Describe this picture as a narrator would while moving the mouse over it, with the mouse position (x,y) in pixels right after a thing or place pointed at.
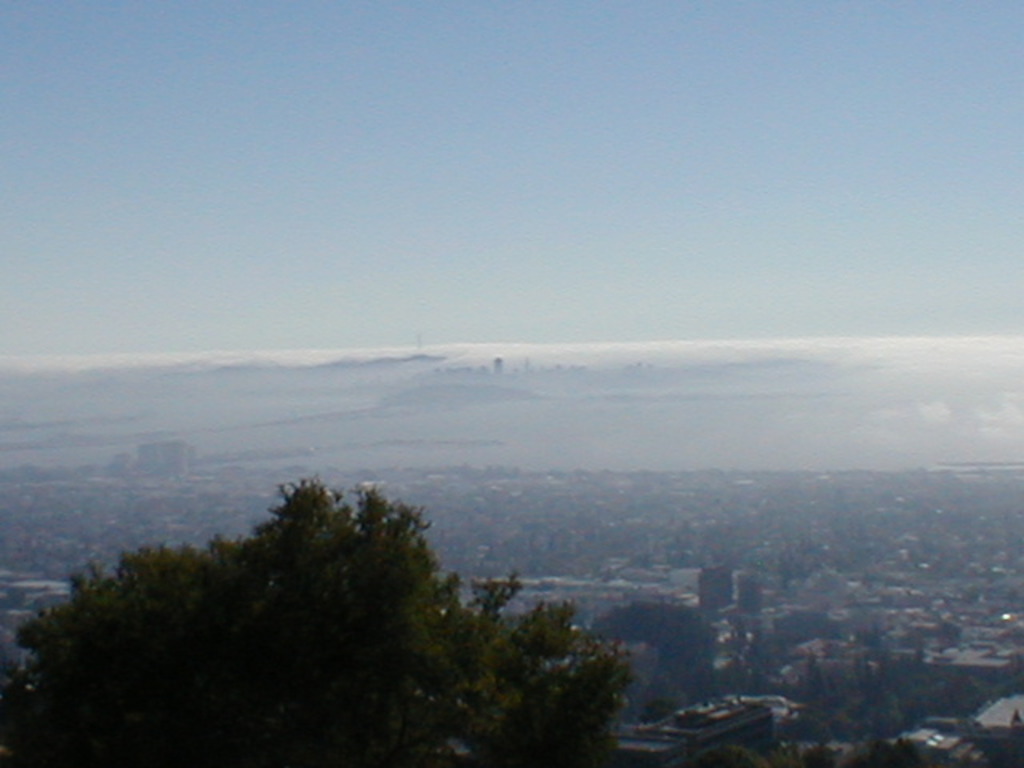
In this image I can see trees (327,559) in green color, background (838,613) I can see few buildings (772,516) and the sky (544,241) is in blue and white color.
